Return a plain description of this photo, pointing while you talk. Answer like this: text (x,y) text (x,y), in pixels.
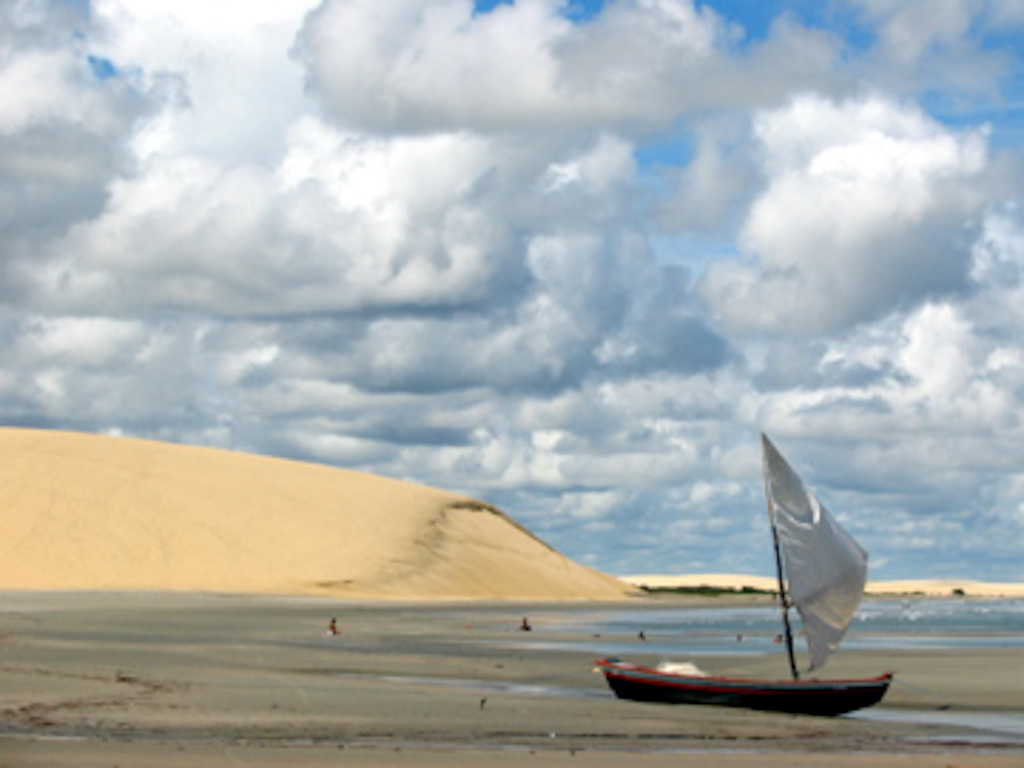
In this image, we can see a boat (833,619) and some people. At the bottom (583,666), there is water (865,617) and sand (436,637). At the top (463,213), there are clouds (554,226) in the sky (554,226).
